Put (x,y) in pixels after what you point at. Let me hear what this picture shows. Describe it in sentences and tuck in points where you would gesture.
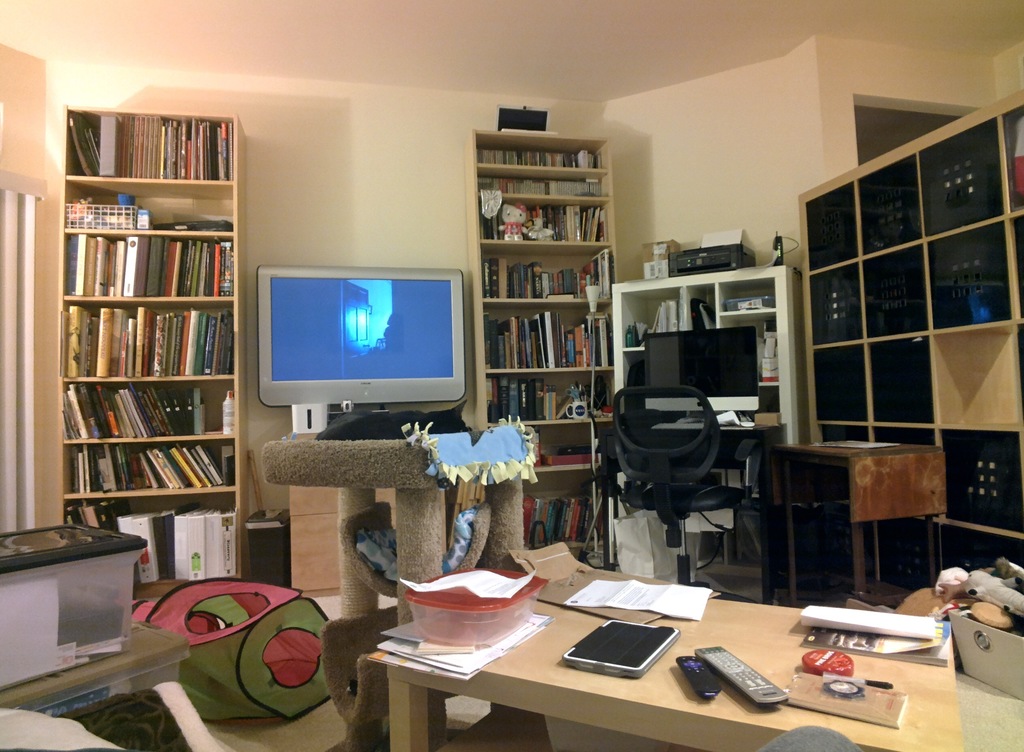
In this picture we can see a room (840,606) with table (645,704) and on table (633,699) we have tab (623,656), remote (689,656), paper (660,611), book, box (522,598) and here we can see racks (179,193) with books (204,149) in it, chair (666,391), monitor (713,368), printer (690,252).
